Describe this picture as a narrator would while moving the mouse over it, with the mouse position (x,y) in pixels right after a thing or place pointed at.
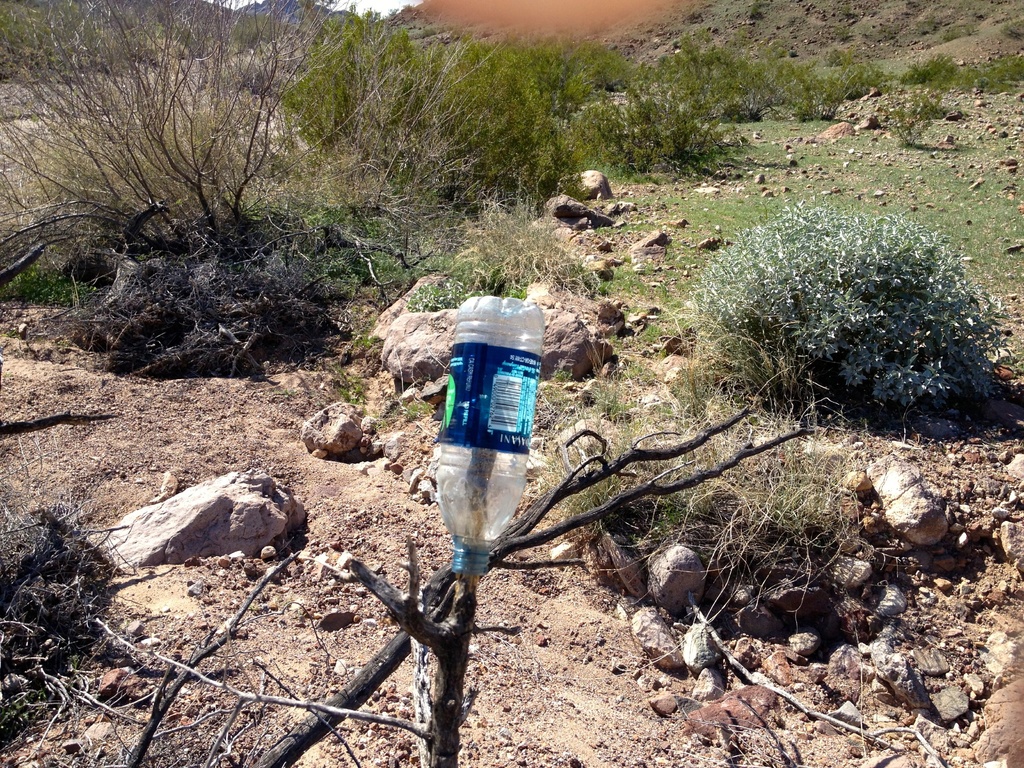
In the picture we can find some plants (321,169), sky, some dry grass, some twigs (70,501), and the bottle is kept on the twig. And we can also find some rocks (703,185), mud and stones (595,196).
